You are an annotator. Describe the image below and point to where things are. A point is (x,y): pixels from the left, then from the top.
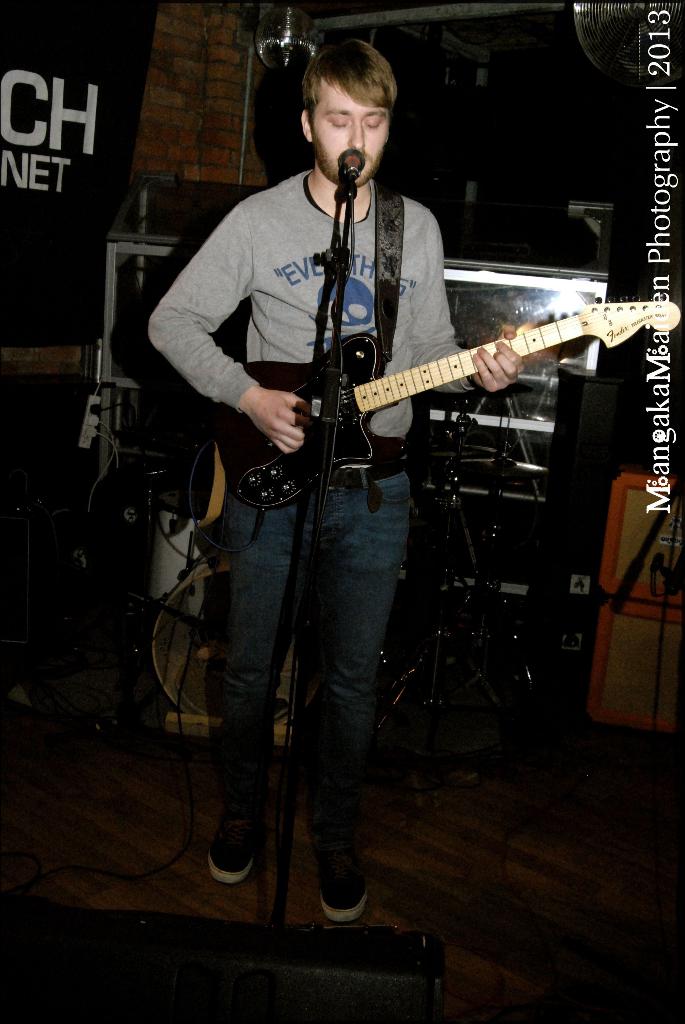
In this image we can see person (279,413) standing and holding a guitar (237,455) at the mic (298,656). In the background (583,441) we can see monitors (587,400), musical instruments (483,448), banner (88,100) and wall (191,70).
